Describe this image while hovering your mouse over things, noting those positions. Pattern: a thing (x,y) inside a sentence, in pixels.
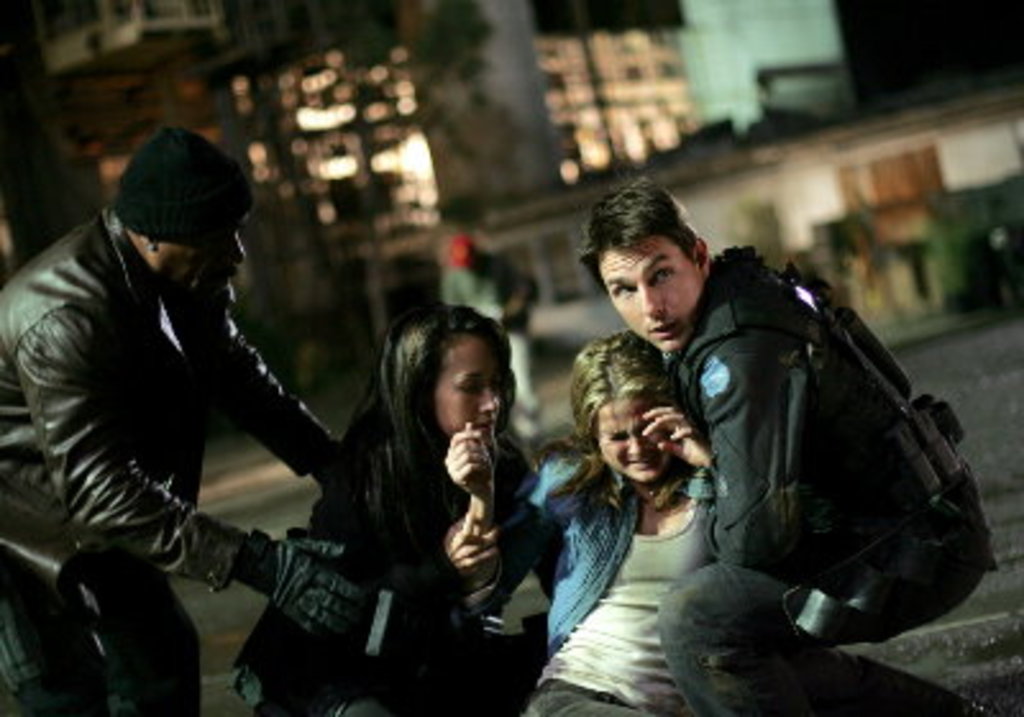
This picture is clicked outside. On the right (769,436) we can see a person (806,375) seems to be holding a woman (662,476). On the left (137,425) we can see the two persons (318,441). In the background (415,96) we can see the buildings (579,102), lights (652,132) and some other objects (1023,275) and we can see a person (510,280) seems to be walking on the ground (562,392).
